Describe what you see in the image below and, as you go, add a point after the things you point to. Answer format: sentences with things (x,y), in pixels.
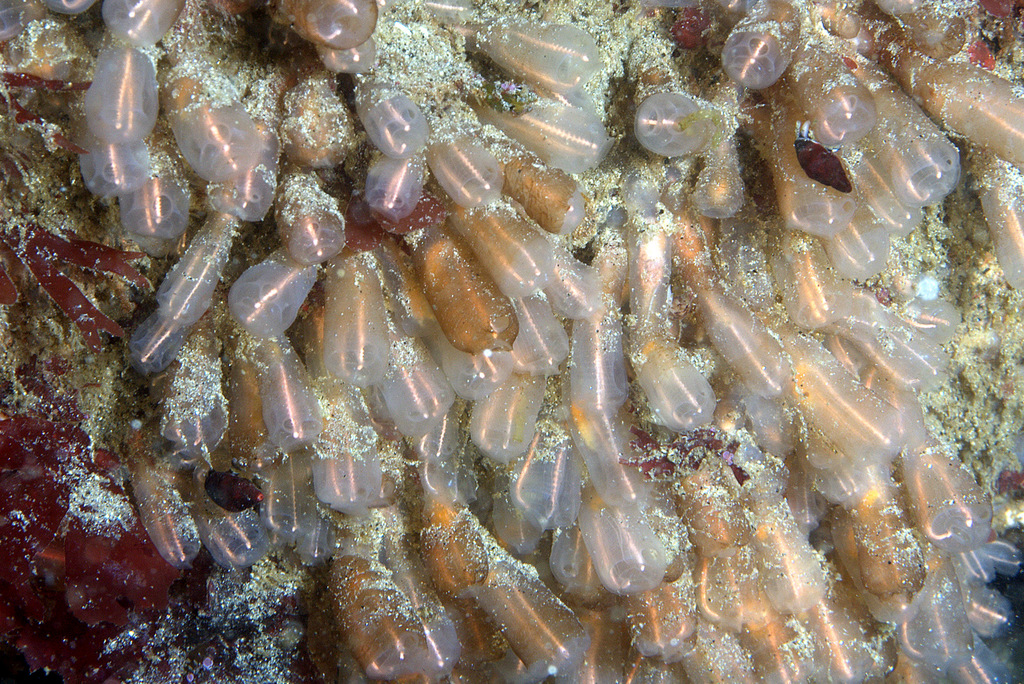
In this picture we can see a group of objects (368,401).
